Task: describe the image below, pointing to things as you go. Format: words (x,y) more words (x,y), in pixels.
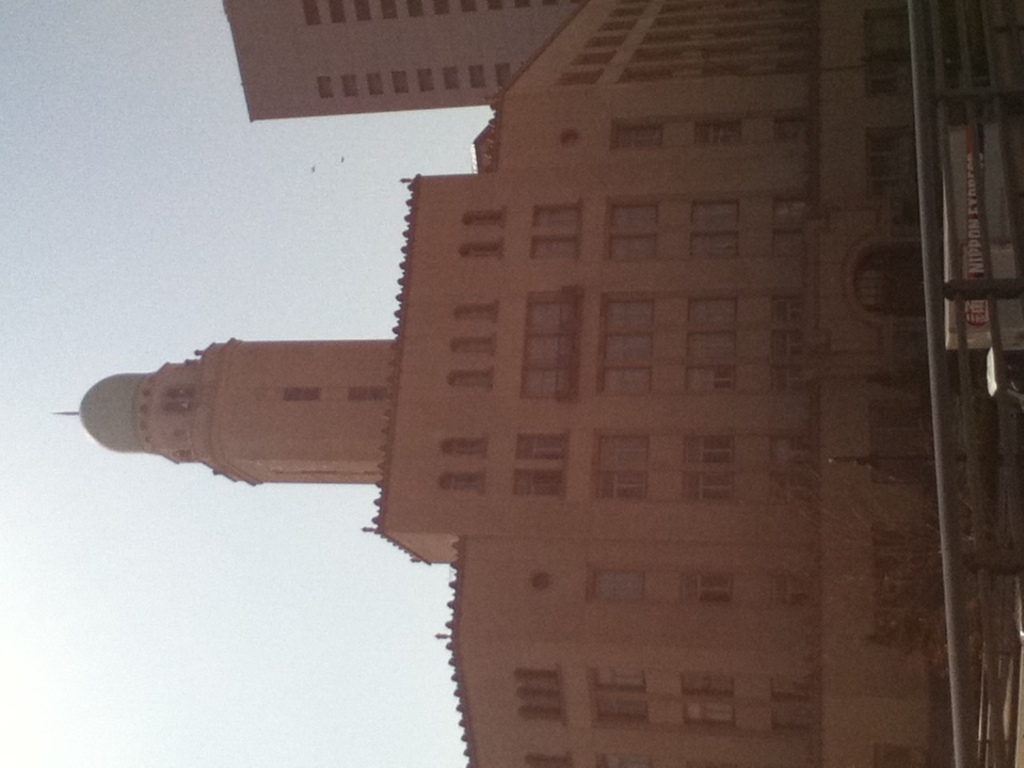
In this image we can see two big buildings (648,249), some objects (989,361) are on the surface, one fence (961,175), some poles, one board (967,212) with some text (971,185) and at the top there is the sky (8,767).
